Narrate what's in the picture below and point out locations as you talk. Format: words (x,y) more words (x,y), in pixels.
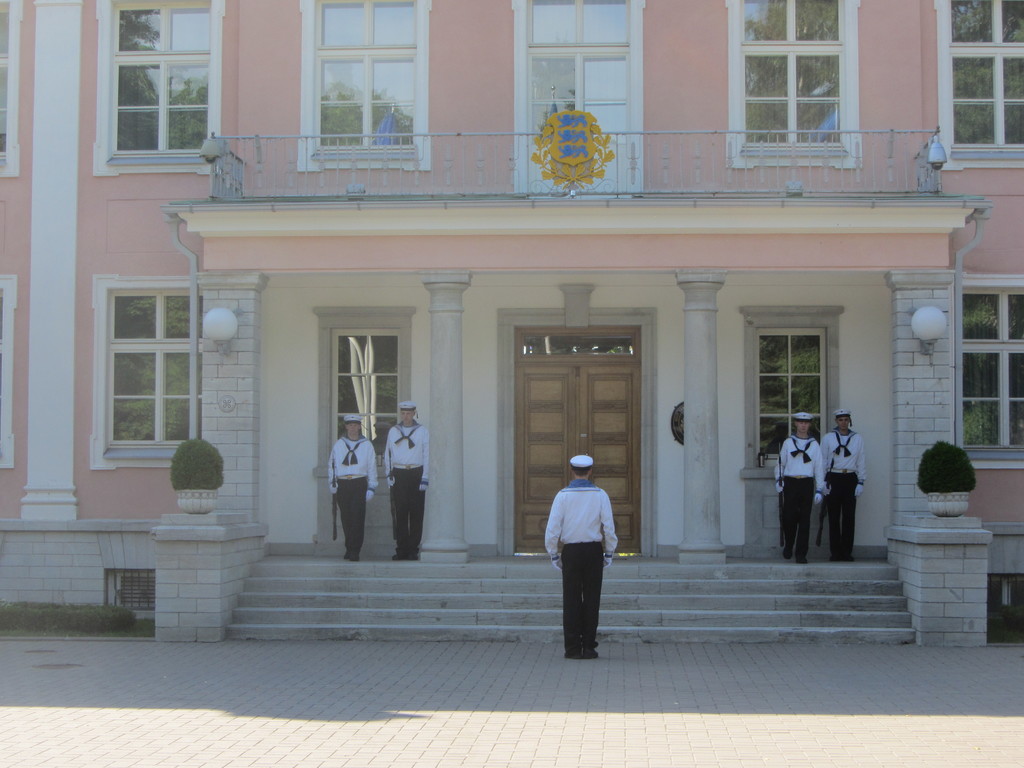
In this picture there is a building (474,299) in the center of the image (415,287) and there are windows (196,23) on it, there is a man (587,496) at the bottom side of the image (603,521) and there are people (803,442) on the right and left side of the door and there are pillars (60,54).
